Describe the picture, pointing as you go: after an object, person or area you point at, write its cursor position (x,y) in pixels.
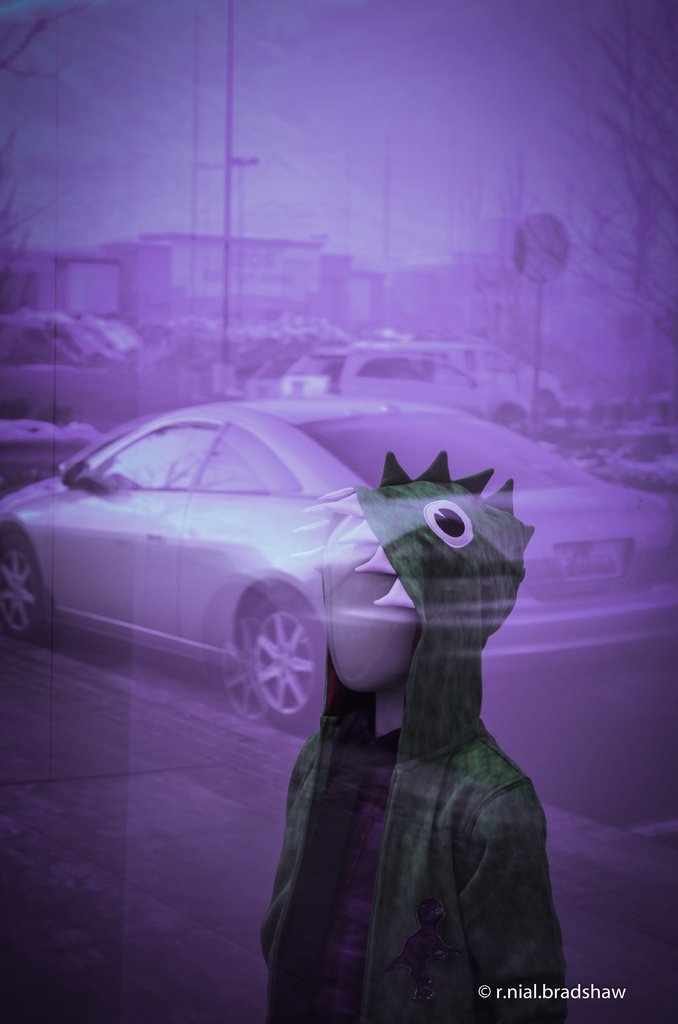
In this image I can see the mannequin (371,831) with the dress (358,810). In the background (567,507) I can see the vehicles (249,457), poles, trees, buildings (378,272) and the sky (338,125).
